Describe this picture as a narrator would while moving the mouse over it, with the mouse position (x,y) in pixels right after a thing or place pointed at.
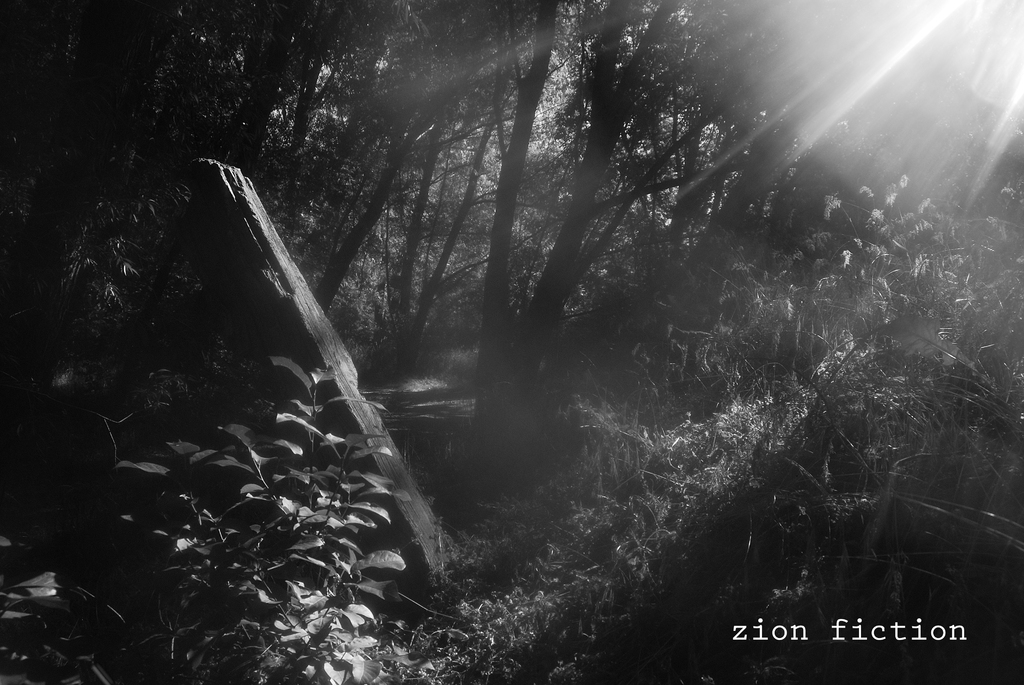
This is a black and white pic. In this image we can see plants (482,654) and trees (498,353) on the ground (495,455) and we can see a log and sun light rays (788,12) and sky (845,34). On the right side (905,643) at the bottom corner (862,638) we can see a text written on the image.
